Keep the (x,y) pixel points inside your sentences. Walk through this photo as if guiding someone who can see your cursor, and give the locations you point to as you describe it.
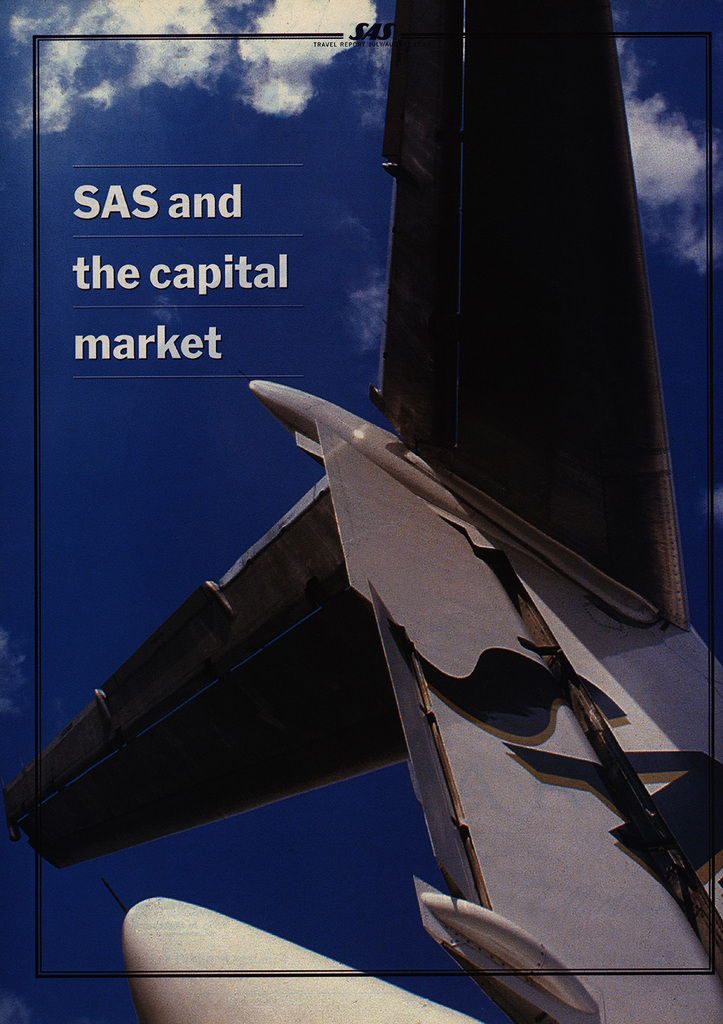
It is an edited image. In the center of the image (321,658) we can see one airplane (432,634) and some text (190,335). And we can see a black color line (34,42) around the image. In the background (161,378) we can see the sky (201,451) and clouds (279,25).
